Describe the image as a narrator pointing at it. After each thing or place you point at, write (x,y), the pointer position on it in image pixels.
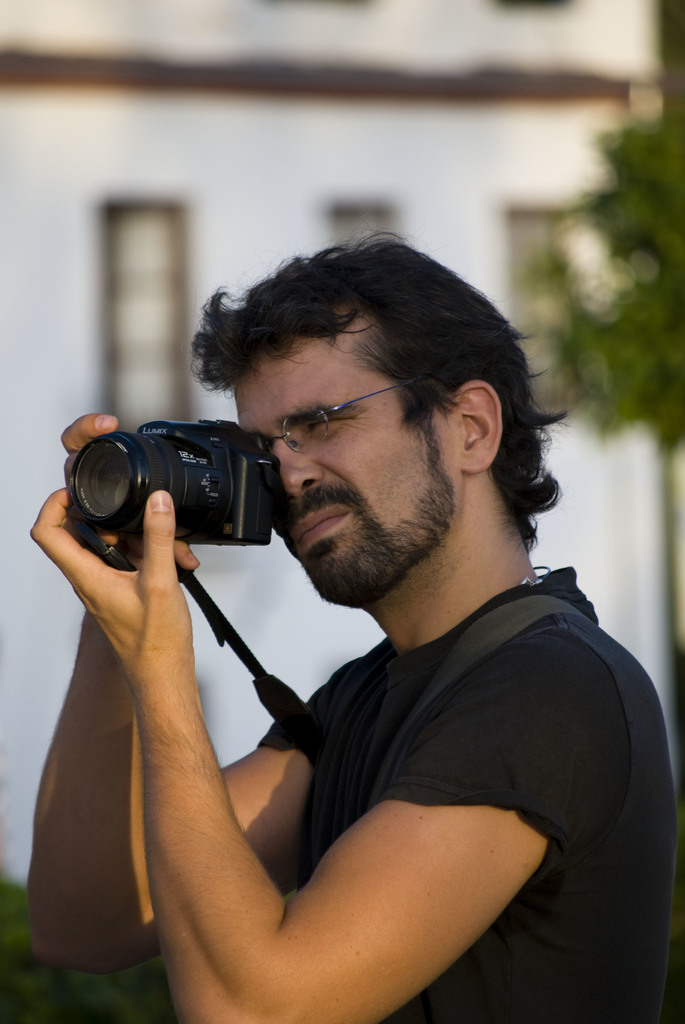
This picture shows a person (587,706) holding a camera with his both hands (67,539) and in the backdrop (546,151) there is a tree (625,423) and a building (234,176).
